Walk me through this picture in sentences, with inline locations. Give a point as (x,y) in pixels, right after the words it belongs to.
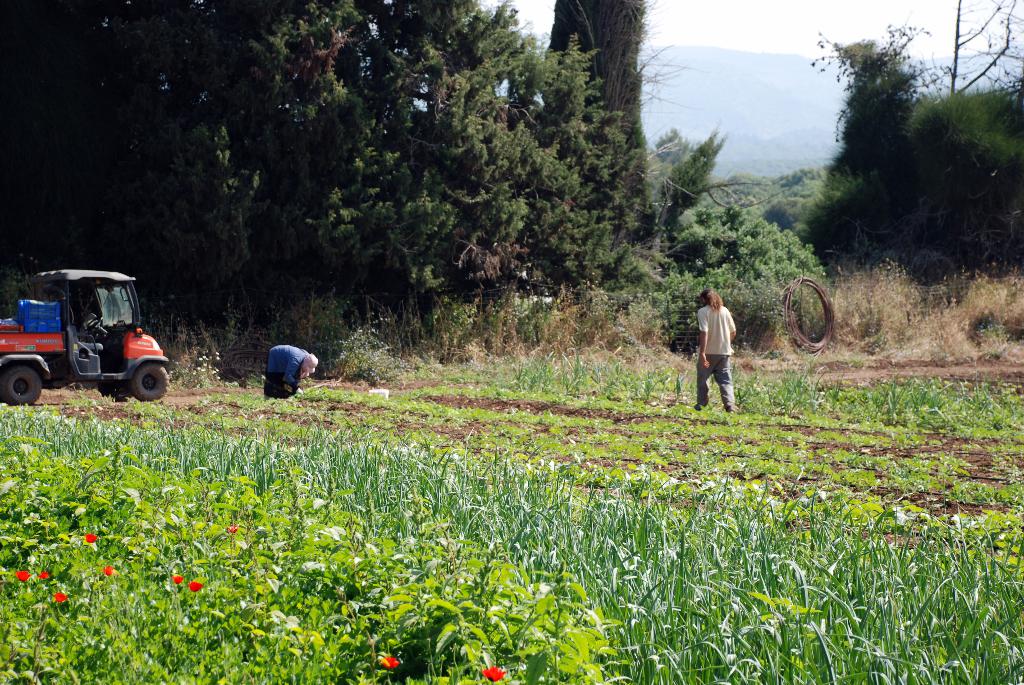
There are two persons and a vehicle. This is field (624,504) and there are flowers (487,676). In the background (421,266) we can see trees (755,266), plants (698,242), and sky (710,22).
